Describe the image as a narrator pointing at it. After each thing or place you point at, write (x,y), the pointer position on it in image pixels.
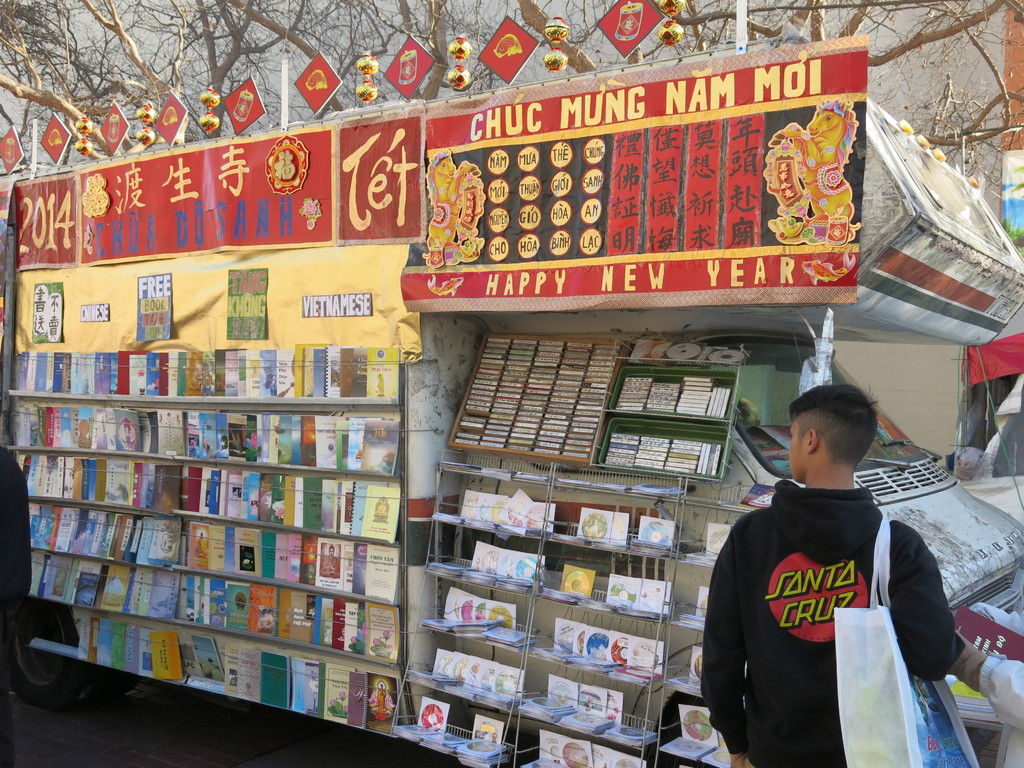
In this picture there is person (833,552) standing on the right side (820,556). He is wearing black color hoodie (800,624). I can observe some DVDs (462,673) placed in the racks (533,553). On the left side (60,485) there are some books (79,477). In the background (115,19) there are trees (178,9).
